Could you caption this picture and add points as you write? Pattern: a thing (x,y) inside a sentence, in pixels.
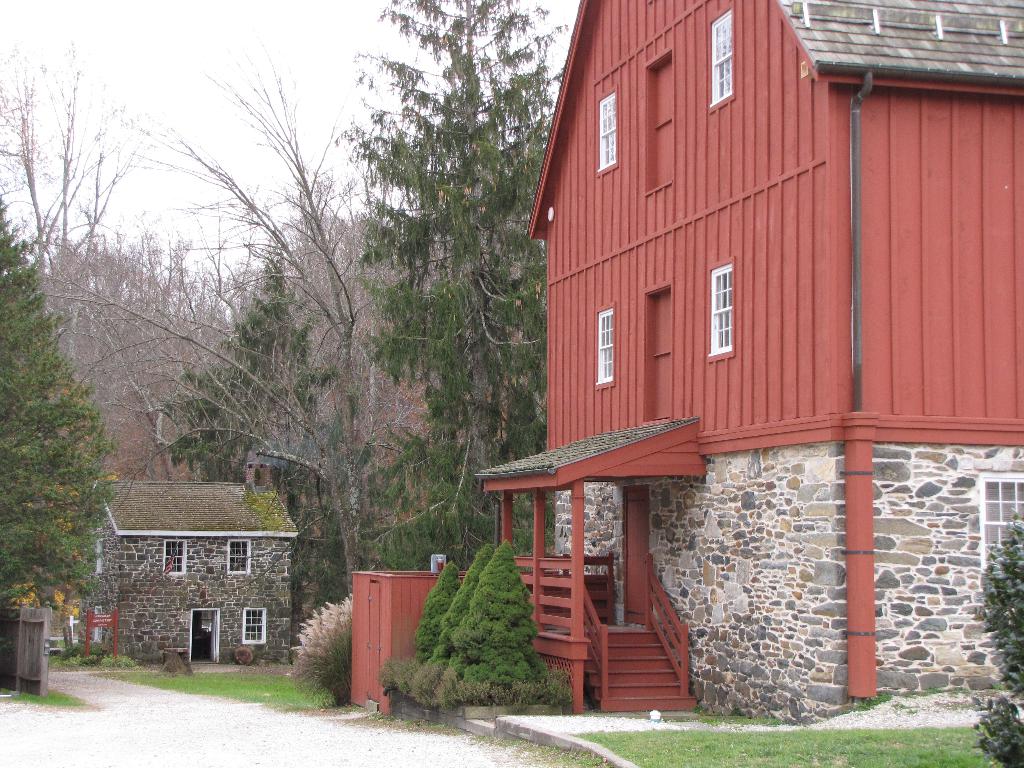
In this image we can see some houses (766,570) and at the background of the image (382,392) there are some trees (403,370), at the foreground of the image (738,295) we can see red color house (692,374), plants (479,579) and at the top of the image (240,70) there is clear sky (241,35).
